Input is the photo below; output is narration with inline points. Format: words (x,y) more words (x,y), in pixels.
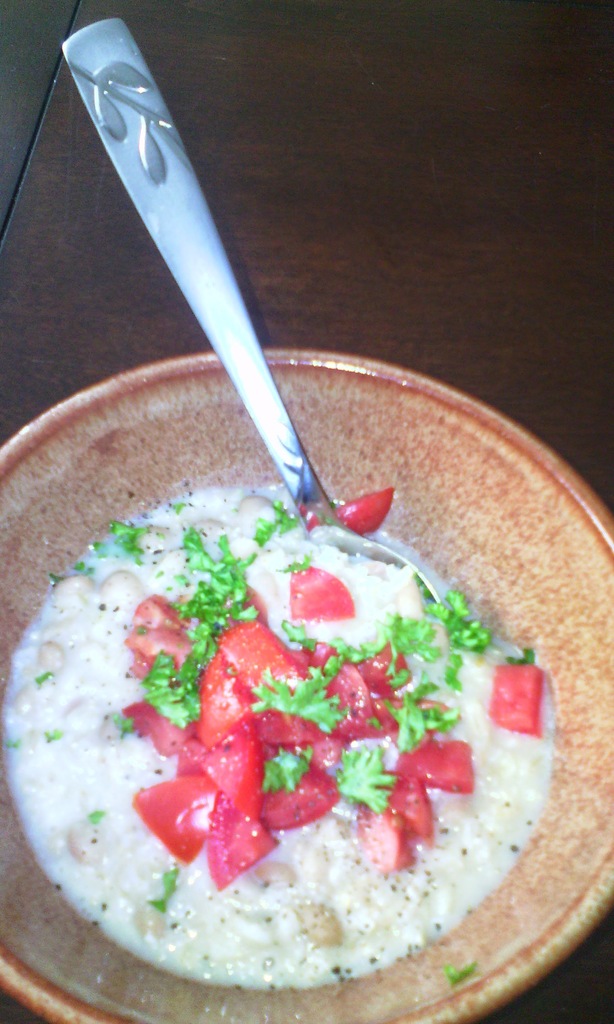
In this image there is a bowl (330,374) on a wooden surface (332,121). There are food (196,721) and a spoon (179,246) in the bowl (269,487). In the food (107,799) there are tomatoes (235,779) and parsley (313,698).
